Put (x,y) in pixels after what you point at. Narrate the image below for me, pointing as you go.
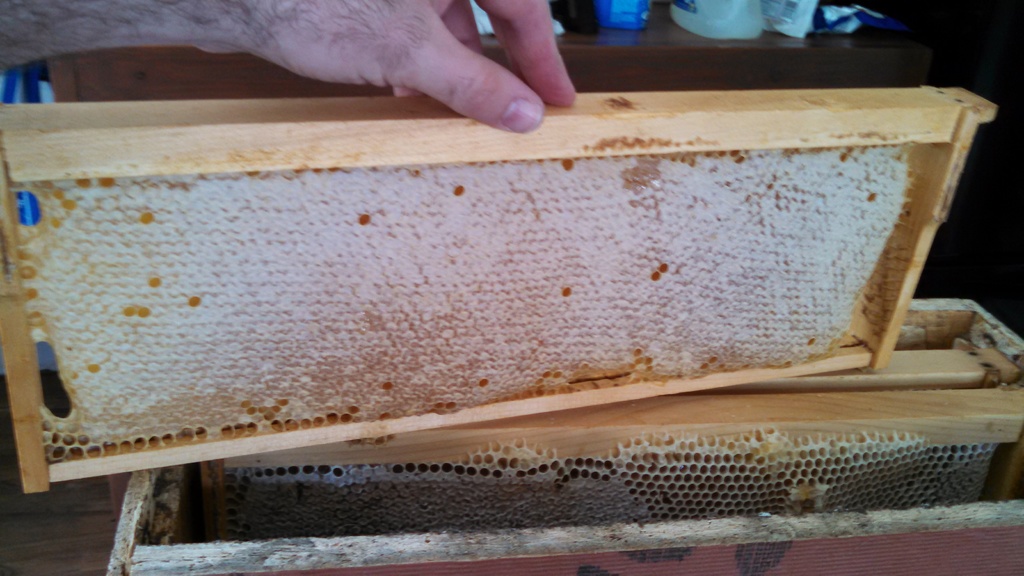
In the foreground of this image (618,333), there is honey comb (465,269) to the wooden structure (693,151) which is holding by a person's hand (465,30). In the background (751,9), there are few objects (698,14) on the wooden surface (676,53).
